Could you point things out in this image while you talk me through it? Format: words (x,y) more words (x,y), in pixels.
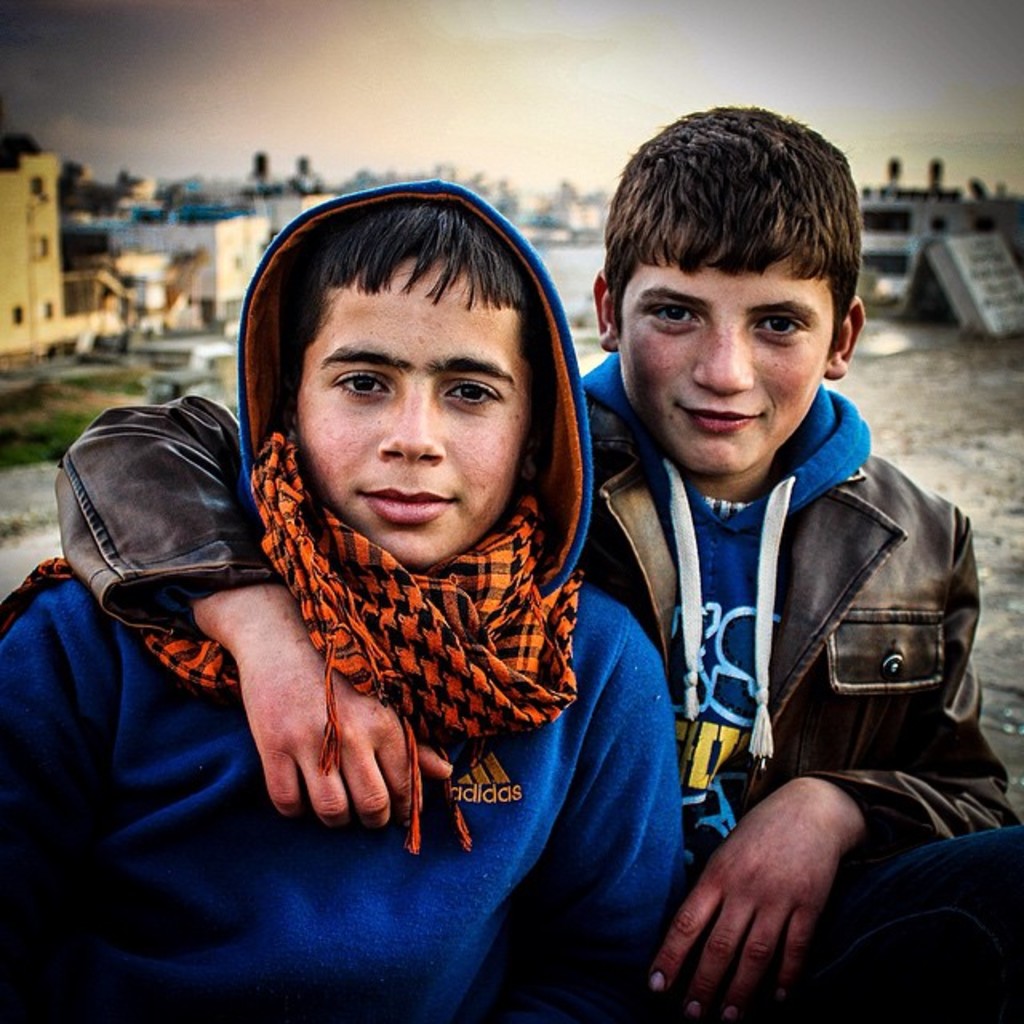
In this image we can see two persons (574,629). In the background (84,62) there are buildings (223,280) and sky (556,115).
